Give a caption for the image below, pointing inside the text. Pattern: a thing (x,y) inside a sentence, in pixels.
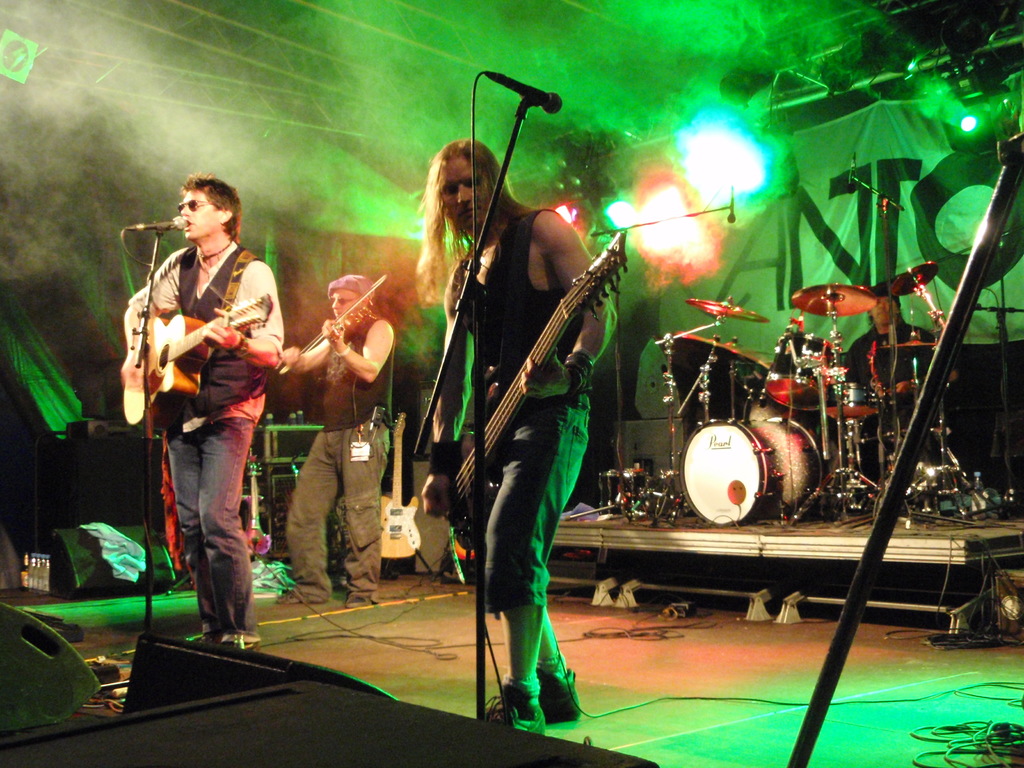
In this image i can see a persons (441,431) standing in front of a mike (142,345) and holding a guitar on their hands (531,381) and back side of them there are the musical instruments (793,478) kept on the floor (792,523) and there are the lights (677,236) upon the roof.
